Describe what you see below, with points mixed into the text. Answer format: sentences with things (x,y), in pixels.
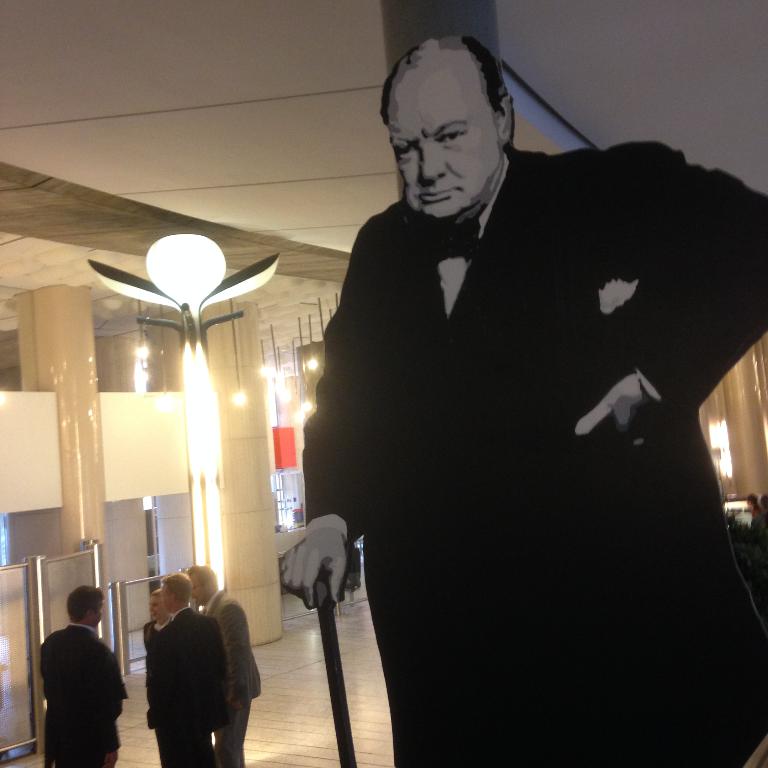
In this image, there are a few people (239,632). We can see the ground (327,746). We can also see the wall (116,446) and some lights (193,407). We can see some metal objects (11,690) and the image of a person (392,573) on a board (392,573). We can see the roof (206,233).
